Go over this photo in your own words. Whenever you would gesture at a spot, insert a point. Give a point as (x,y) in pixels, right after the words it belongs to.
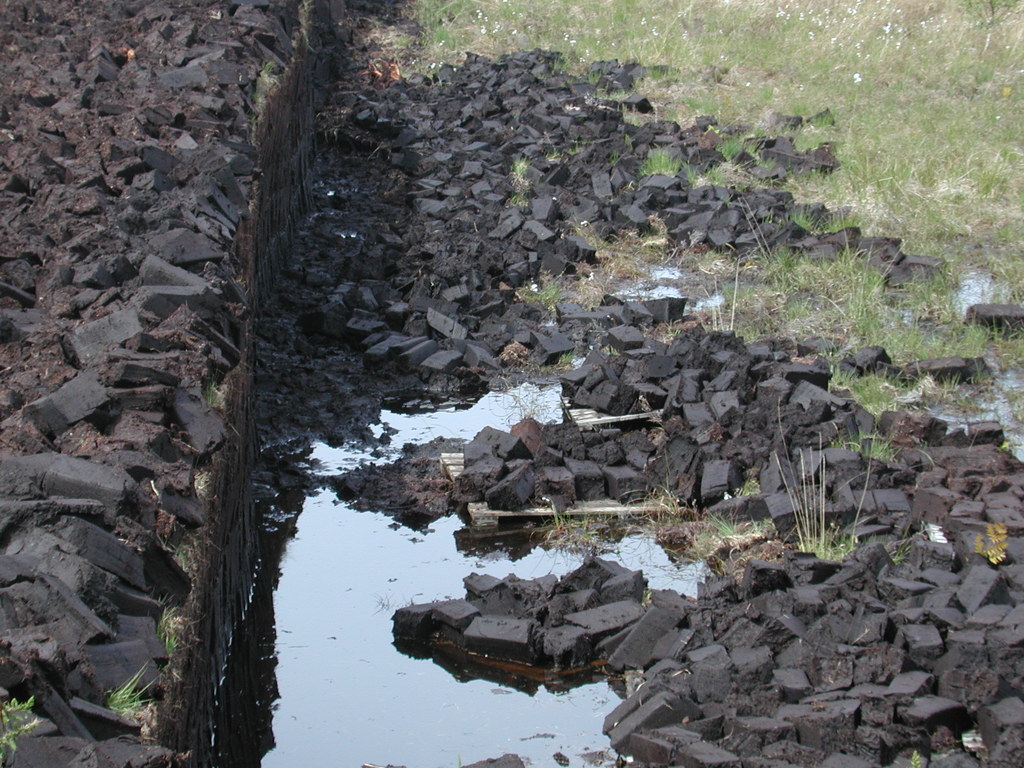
In the image there are black stones (681,425) on the ground (389,491). And also there is water (407,529) and grass (878,309) on the ground (814,177).
